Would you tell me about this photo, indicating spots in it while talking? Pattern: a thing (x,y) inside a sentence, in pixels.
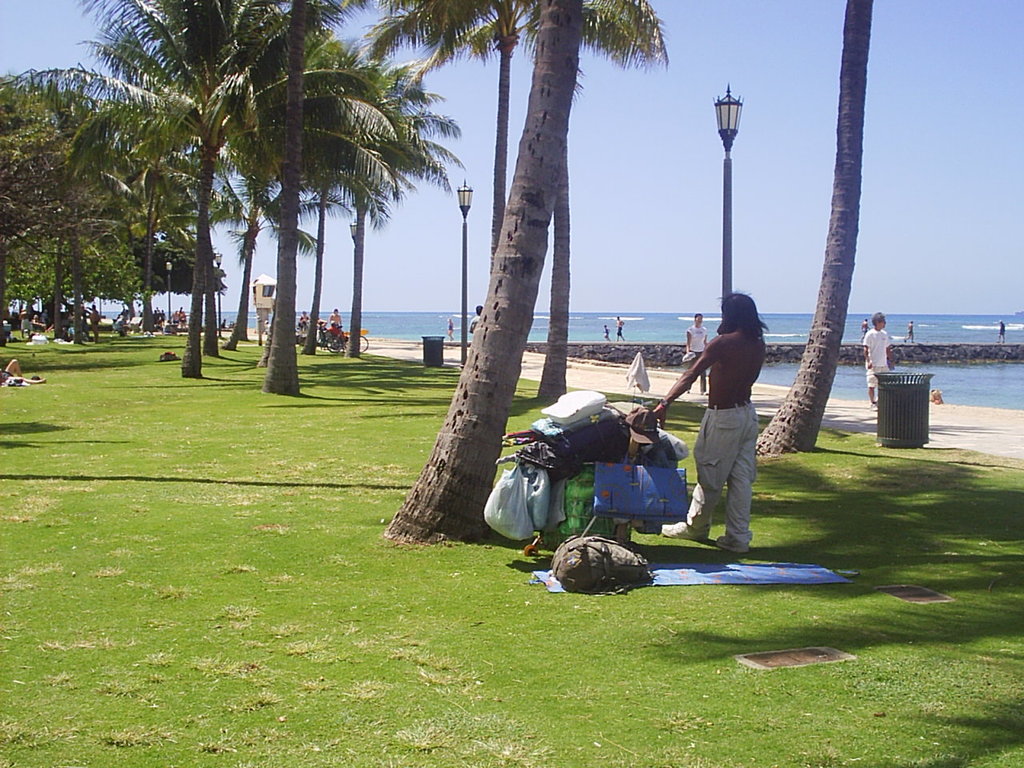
There are trees (280,314), people (715,494) and other objects (570,462) are present at the bottom of this image (542,522). We can see a surface of water (638,319) in the background (673,338) and there is a sky (780,166) at the top of this image (702,163).
